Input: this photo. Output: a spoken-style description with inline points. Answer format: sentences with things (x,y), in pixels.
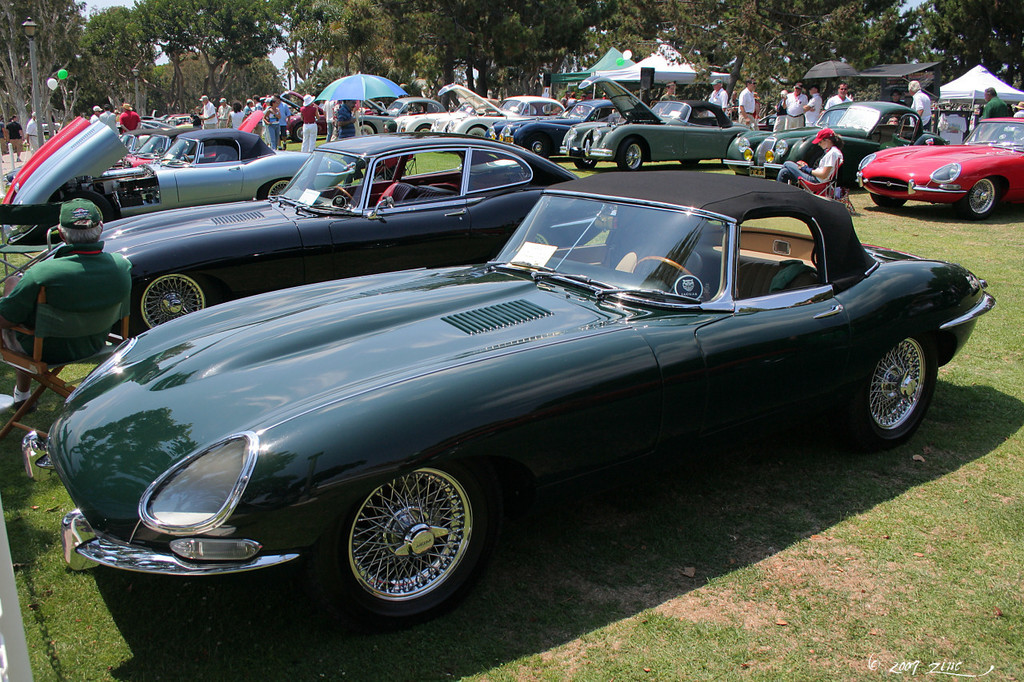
In this image we can see group of vehicles (864,148) parked on the ground (309,642), some persons (51,299) are sitting on chairs (89,333) placed on the ground (322,643). In the center of the image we can see group of persons (795,124) standing on the ground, some tents (964,88) and umbrellas (838,73). In the background (44,105), we can see a group of trees (231,44), light poles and the sky (86,0).
